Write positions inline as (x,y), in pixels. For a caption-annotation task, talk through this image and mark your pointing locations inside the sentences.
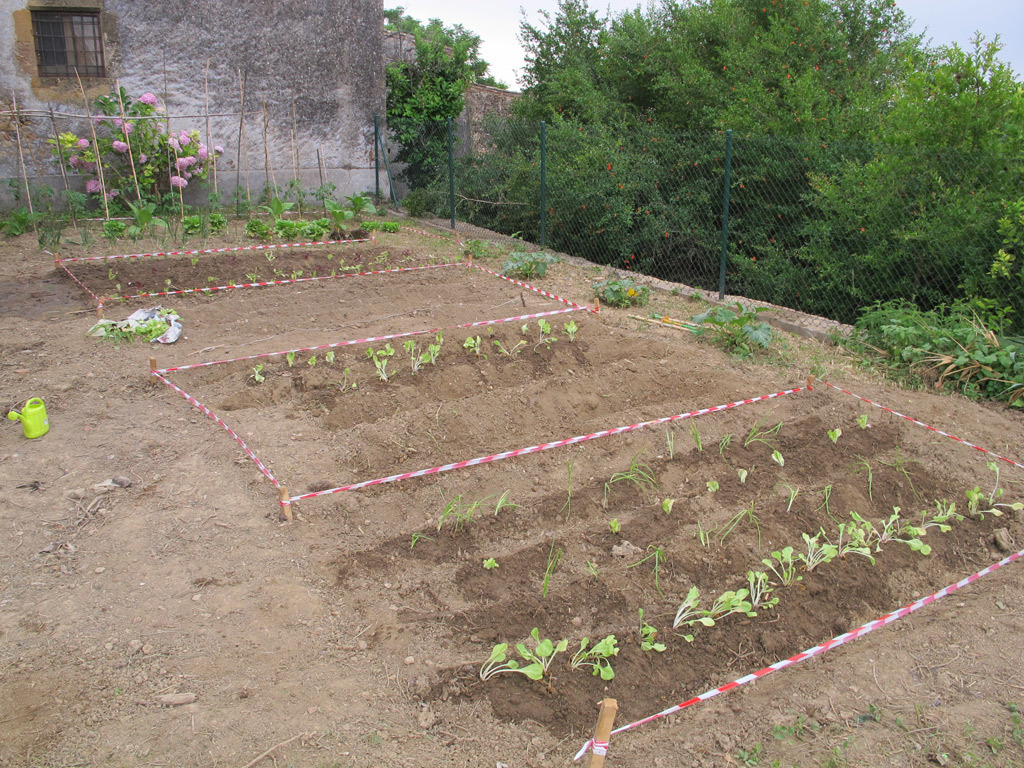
In this image, we can see a garden (564,616). We can see plants (540,326), flowers (115,174), trees (752,126), mesh (492,216), poles (453,190), houses (269,130), walls (188,88), window (67,52). Left side of the image (36,424), we can see a water can (30,413).
